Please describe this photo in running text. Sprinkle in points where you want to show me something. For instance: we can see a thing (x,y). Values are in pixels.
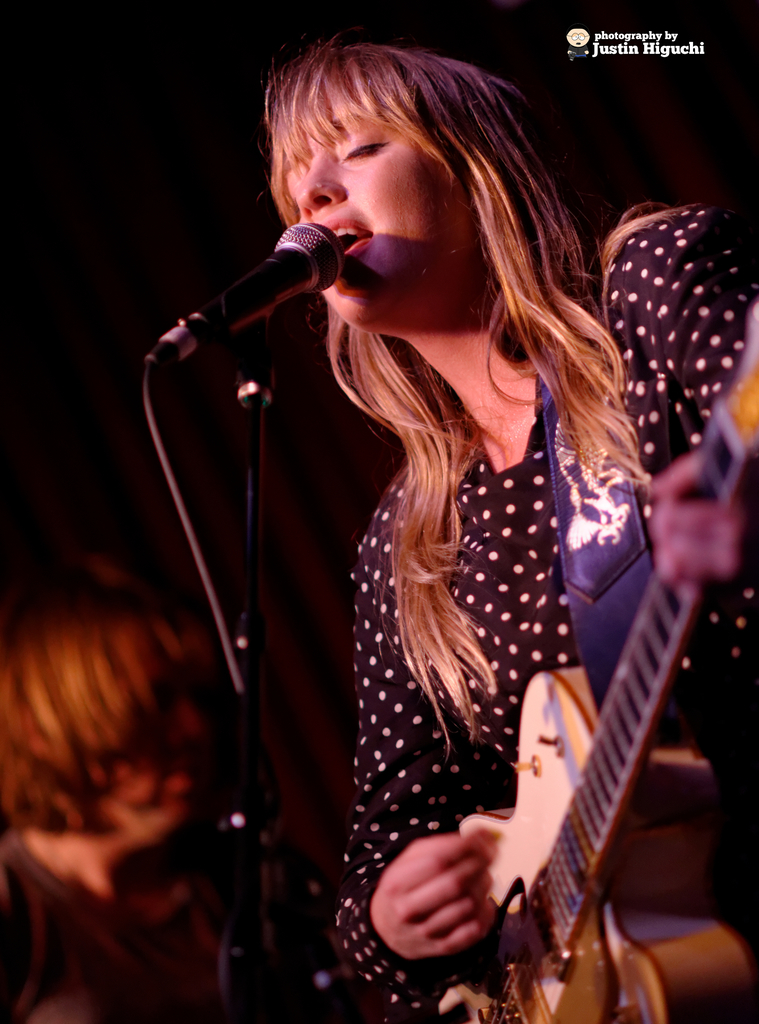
a person (429,482) is standing, singing, playing guitar (531,871). she is wearing a black and white dotted dress (467,575). in front of her there is a microphone (290,278). behind her there is another person (116,853). at the back (64,478) there is black background (97,65).
